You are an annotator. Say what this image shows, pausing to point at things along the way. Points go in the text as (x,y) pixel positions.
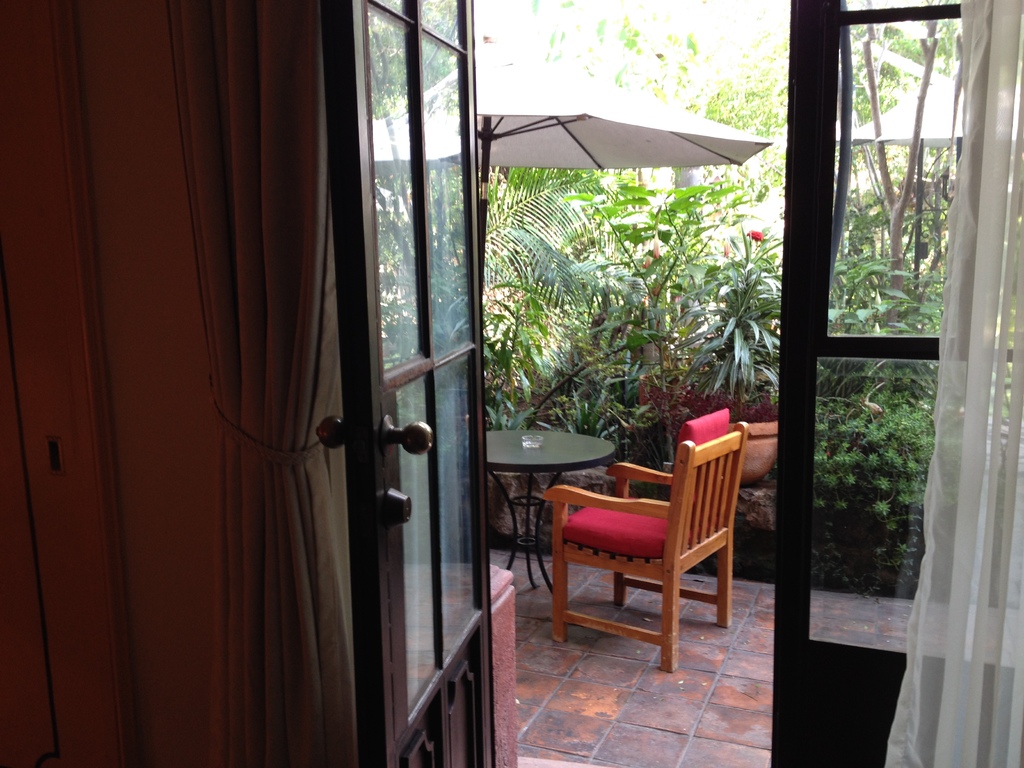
In this picture we can see a door (410,162) beside to this door (438,396) we have curtain (237,266) and after this we have table (535,462), chair (614,472), trees (689,315), umbrella (641,144) and on table (519,435) we can see some glass item (532,448).
